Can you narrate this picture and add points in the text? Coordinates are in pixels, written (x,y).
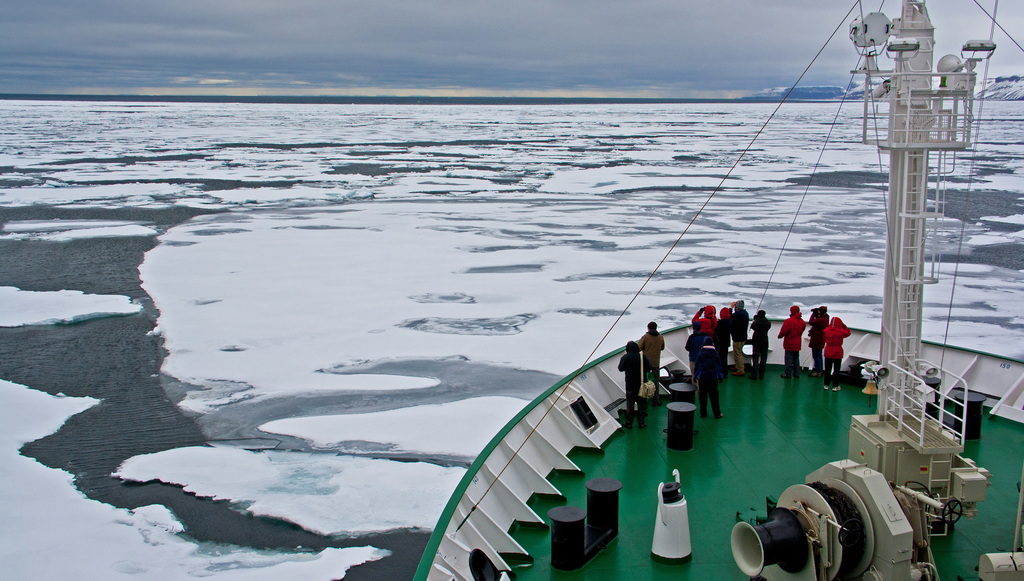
In this image I can see few people (836,345) and few objects (675,523) in the green and white color boat (690,460). I can see the sky (455,70), water (296,413) and the ice (287,364) on the water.
